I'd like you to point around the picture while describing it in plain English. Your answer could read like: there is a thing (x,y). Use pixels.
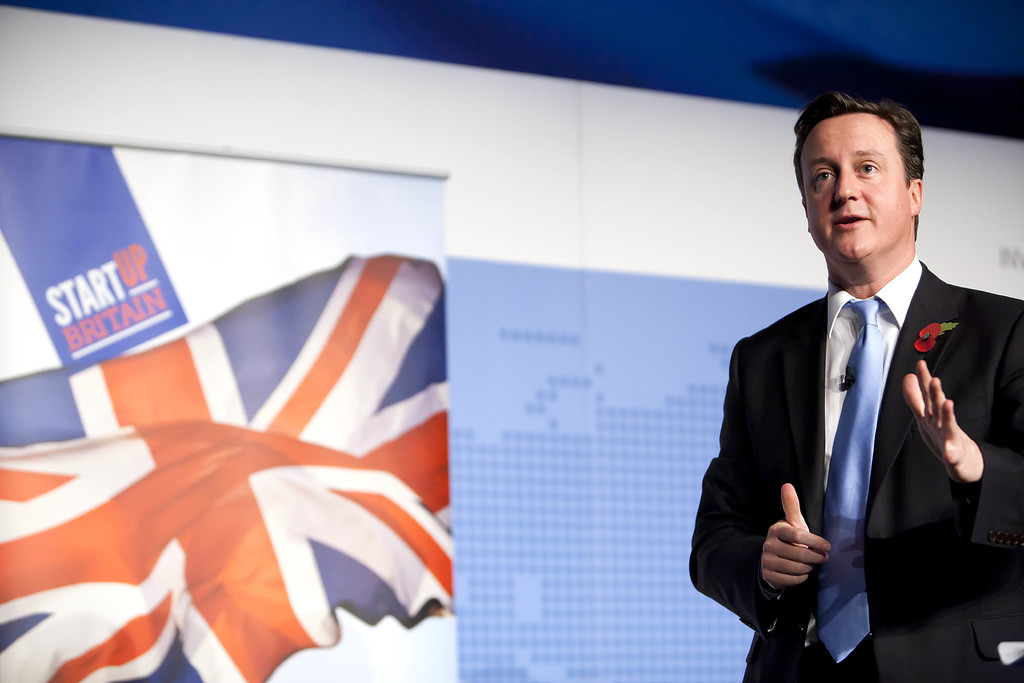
In this picture we can see a man (825,473) standing here, he wore a suit (890,546), in the background (634,592) we can see a projector screen (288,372) here, we can see a flag (144,528) here.
